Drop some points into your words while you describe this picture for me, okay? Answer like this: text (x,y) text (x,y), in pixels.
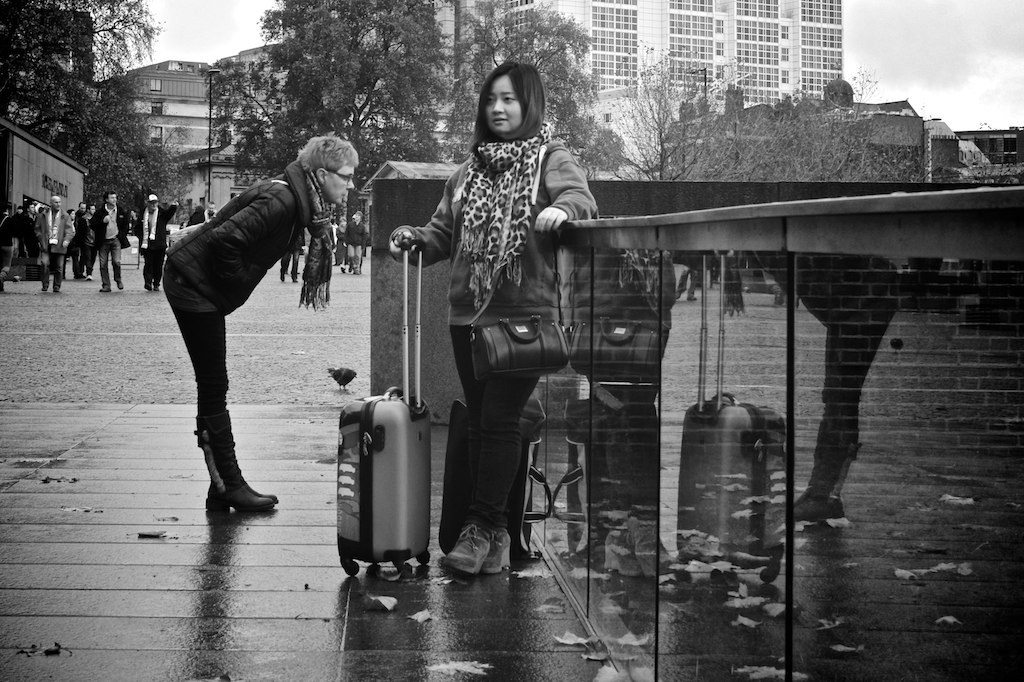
In this picture couple of them (275,215) standing and I can see a woman (449,248) holding a trolley bag (383,412) and I can see few people (75,216) walking in the back (80,231). I can see trees (565,129), buildings (667,70) and a cloudy sky (923,116).
